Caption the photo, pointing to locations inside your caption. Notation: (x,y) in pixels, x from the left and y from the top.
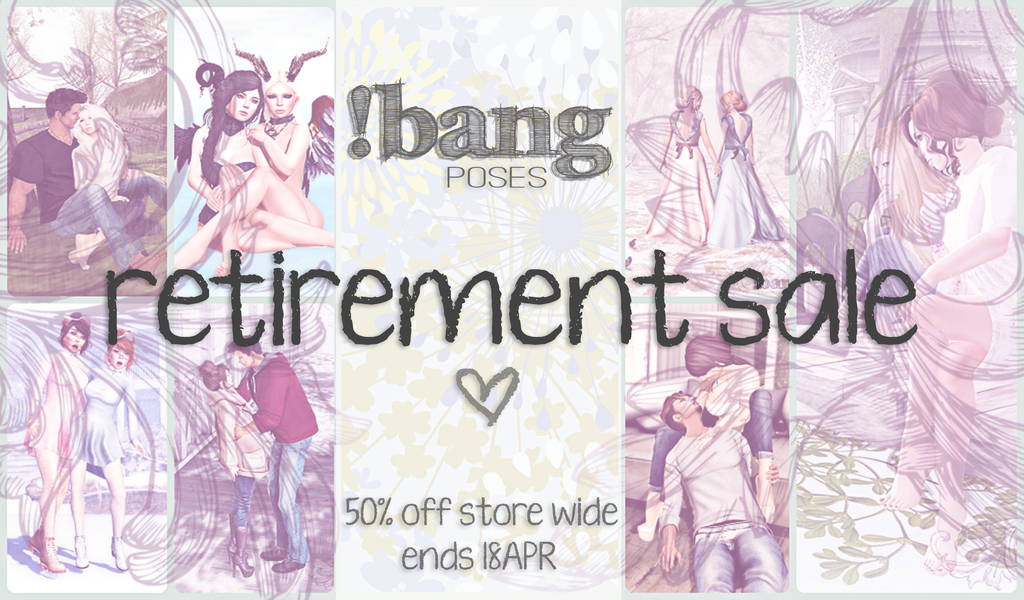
In this image I can see the poster (399,316). In the poster (348,442) I can see few people (109,187) and something is written.
